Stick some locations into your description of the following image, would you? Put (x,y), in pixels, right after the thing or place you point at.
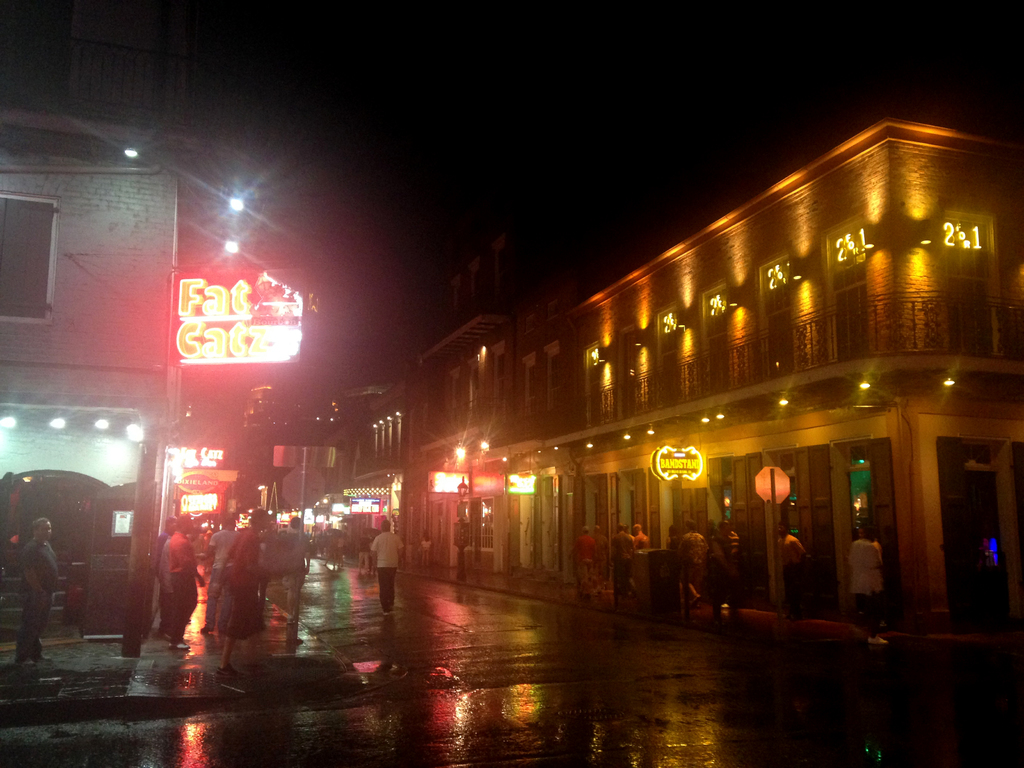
In this image I see buildings (52,149) and I see the lights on them and I see boards (315,464) on which there are words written and I see number of people (363,559) and I see the road (324,625) and it is dark in the background (377,215).
